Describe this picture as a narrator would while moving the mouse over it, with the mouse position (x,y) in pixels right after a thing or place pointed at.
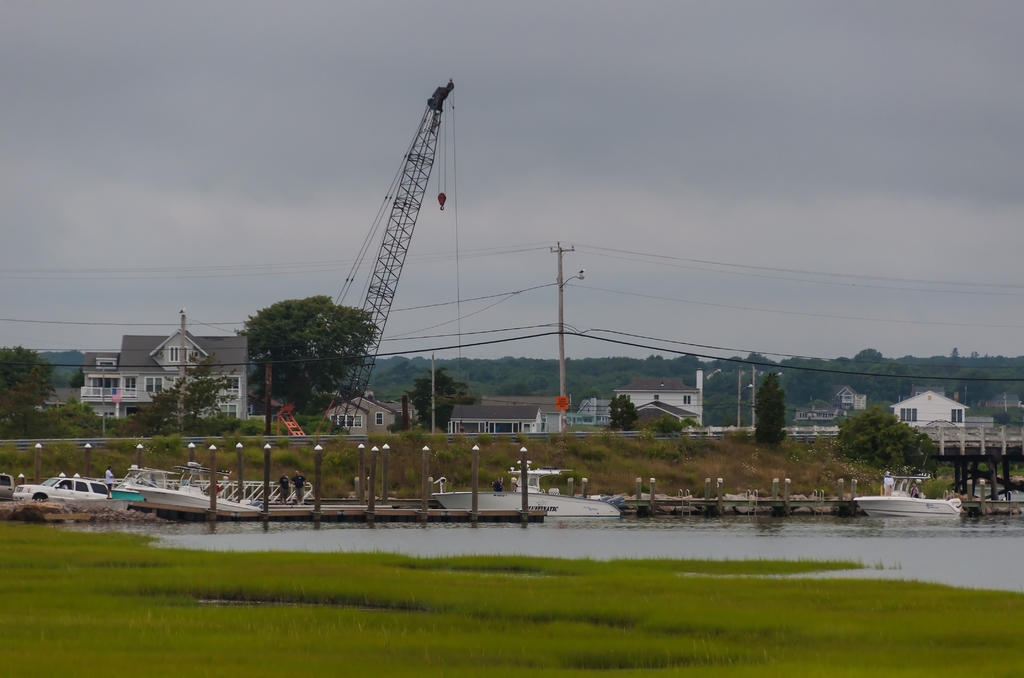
In this picture I can see a number of boats (530,478). I can see water (913,538). I can see green grass (501,618). I can see tower crane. I can see the vehicle (86,484) in the parking space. I can see trees (421,377). I can see houses (690,387). I can see clouds (552,349) in the sky (437,266). I can see electric wires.
